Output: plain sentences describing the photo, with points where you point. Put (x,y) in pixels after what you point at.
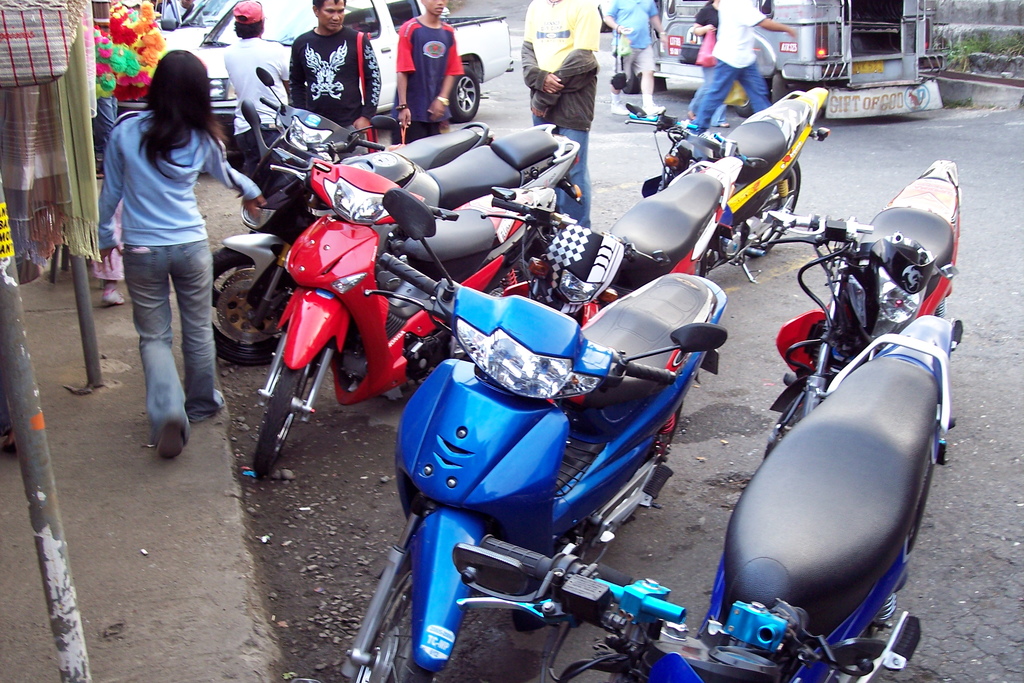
In this image we can see some people (163,237) are walking, some vehicles (829,98) on the road (384,110), some people (292,94) are standing, some grass (996,50) on the ground (96,440), some vehicles (587,614) parked in front of the shop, two poles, some people (335,17) are holding some objects (118,8), some clothes (78,220), some objects (21,36) hanged to the poles (12,324).
